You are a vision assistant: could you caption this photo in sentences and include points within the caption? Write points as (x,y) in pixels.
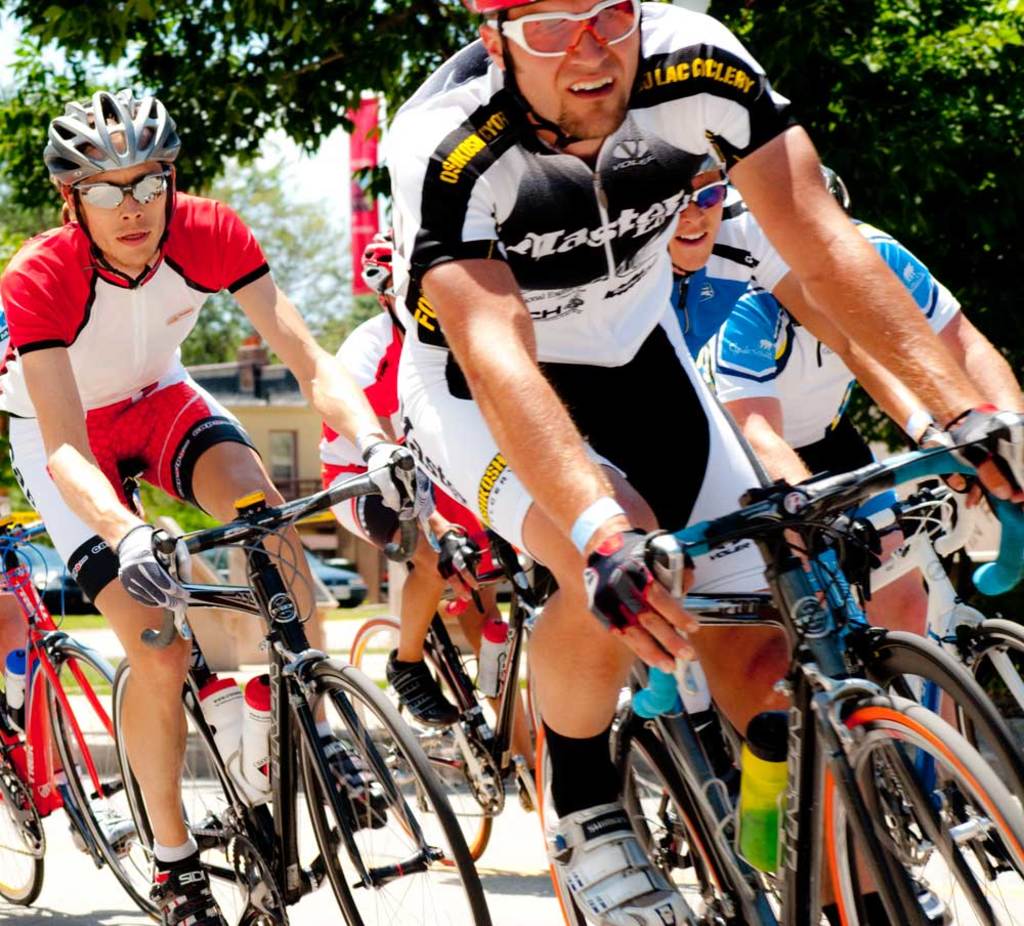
In this image we can see group of people (987,448) are riding bicycles (498,781) and may be they are participating in competition. in the background of the image (328,74) we can see trees (284,251), but it is in a blur.
